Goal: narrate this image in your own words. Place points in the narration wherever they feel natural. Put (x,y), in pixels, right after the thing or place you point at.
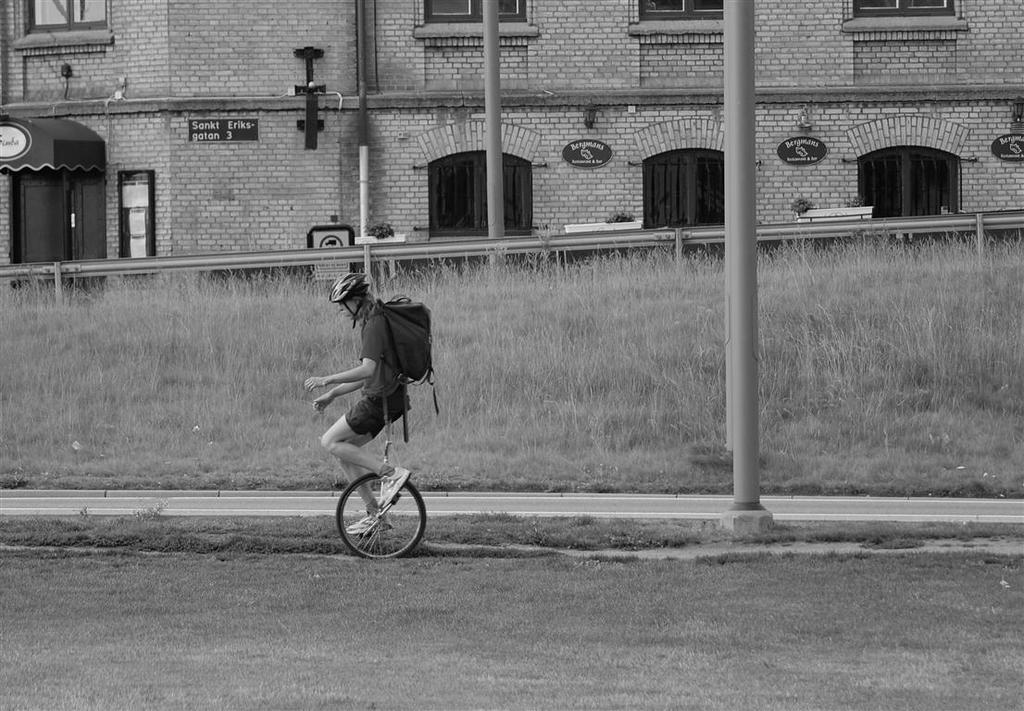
In this picture we can see a person (373,315) wore a helmet (361,292), carrying a bag (410,344) and riding a unicycle (387,498) on the ground (328,549). In the background (91,221) we can see the road (154,502), grass (636,310), poles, name boards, building (714,197) with windows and some objects (313,73).
